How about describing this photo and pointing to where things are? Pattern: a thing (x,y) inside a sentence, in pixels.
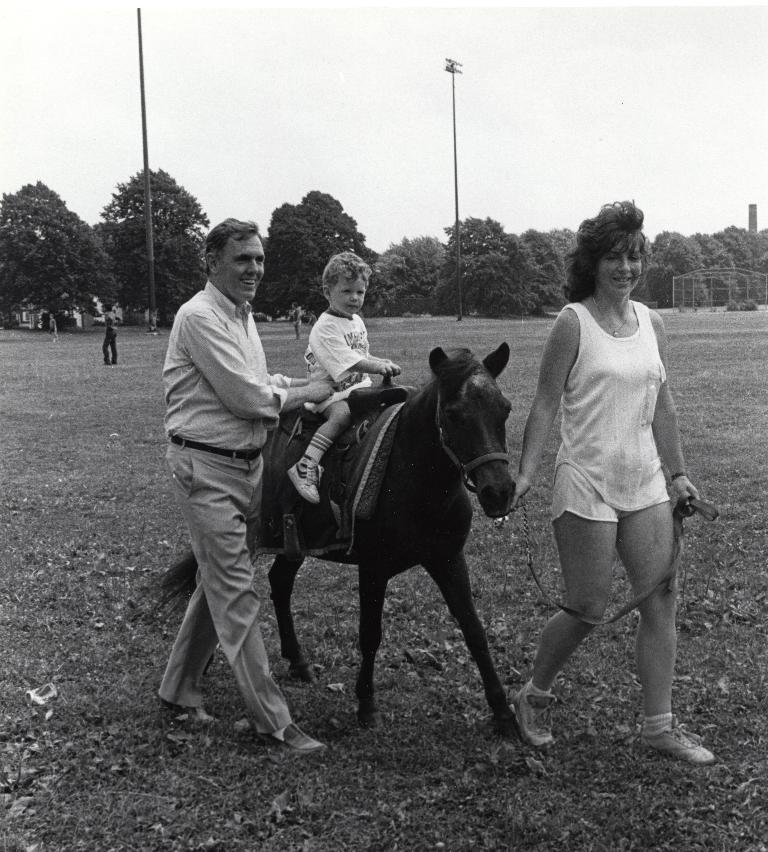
This picture is clicked in ground (350,796) or outside the city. Here, we see man (169,669) holding baby (343,261), is laughing and the baby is riding horse (400,459). Woman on the right corner of this picture (579,487) wearing white dress (574,477) is catching the rope (531,548) of the horse (491,483). Behind them, we see the man (106,333) standing in the ground (126,373) and behind him, we see street lights (458,261), electric poles (154,269) and behind that, we see sky (71,189) and trees (20,245).
